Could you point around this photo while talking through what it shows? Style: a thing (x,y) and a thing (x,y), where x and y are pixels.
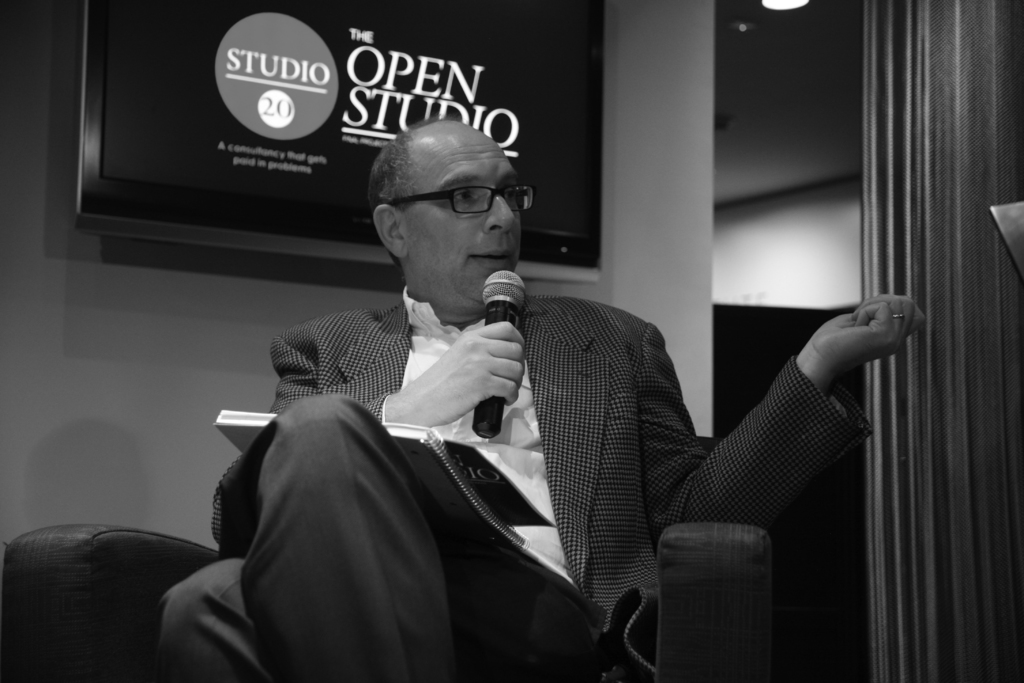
In this black and white image there is a person (397,389) sitting on the couch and holding a mic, there is a book (414,446) and a paper (391,432) on his lap (342,506), behind him there is a television (278,143) hanging on the wall (666,224). On the right side of the image (927,191) there is a curtain (893,554) and at the top of the image (759,95) there is a ceiling (741,147) with lights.
